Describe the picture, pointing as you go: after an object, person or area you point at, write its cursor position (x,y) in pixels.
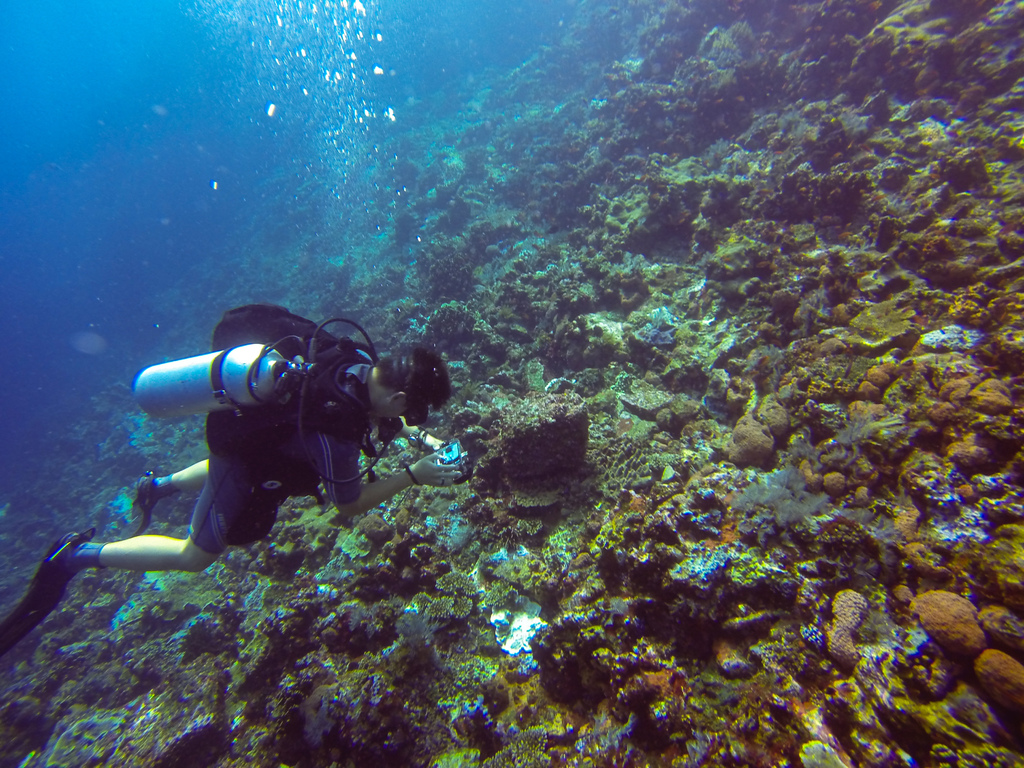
In the center of the image (353,441) there is a person (204,482) under the water (65,375) and cylinder (167,380) on his back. In the background (518,228) we can see stones (817,324).
